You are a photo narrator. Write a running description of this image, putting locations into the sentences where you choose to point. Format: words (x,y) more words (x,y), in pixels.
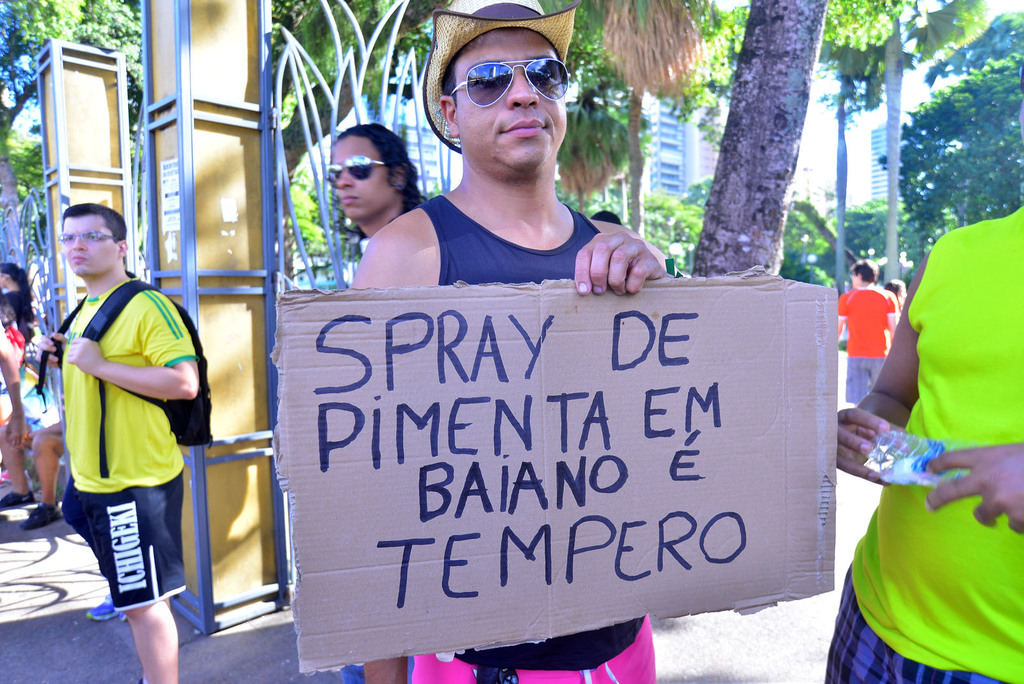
In this image we can see a group of people (379,285) on the ground (54,551). In that a man (564,639) is holding a cardboard sheet (334,445) having some text (580,453) on it and the other is holding a bottle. On the backside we can see the bark of a tree (724,257), some poles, some buildings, a group of trees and the sky (830,145).
